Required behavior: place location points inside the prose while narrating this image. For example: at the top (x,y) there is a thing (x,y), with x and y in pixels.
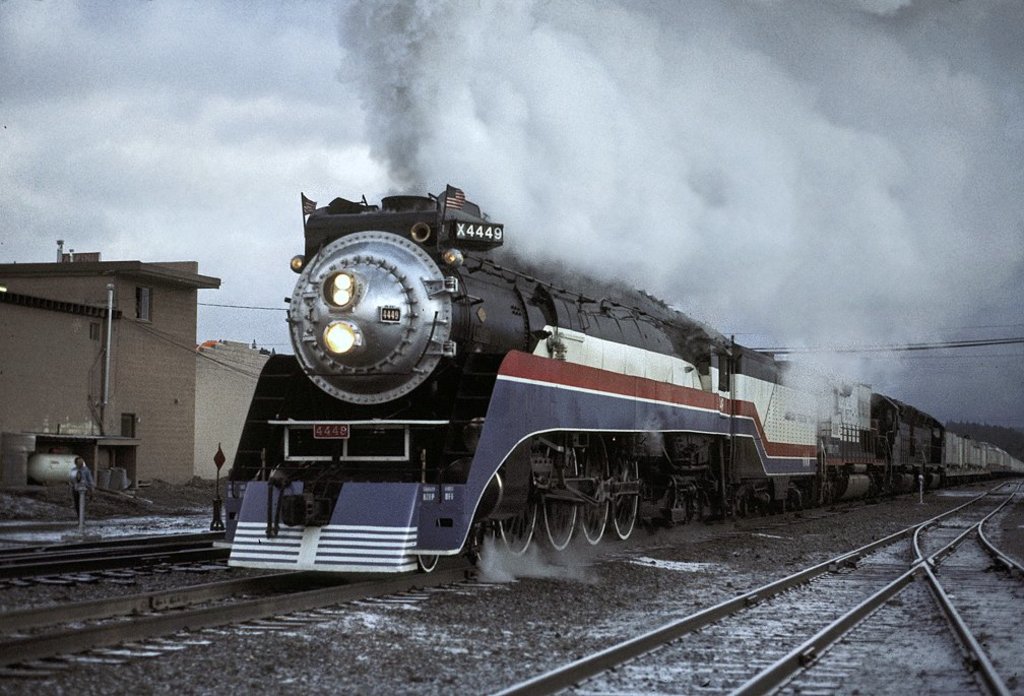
In this picture I can see the passenger train (667,468) on the railway track (113,631). At the top (730,132) I can see the smoke (437,63) which is coming from the train's engine (405,288). On the left (190,356) I can see the shed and building (189,368). At the bottom (218,681) I can see small stones (537,658). In the background (1023,432) I can see some trees (1012,441). In the top left (132,56) I can see the sky (115,72) and clouds (115,72).
